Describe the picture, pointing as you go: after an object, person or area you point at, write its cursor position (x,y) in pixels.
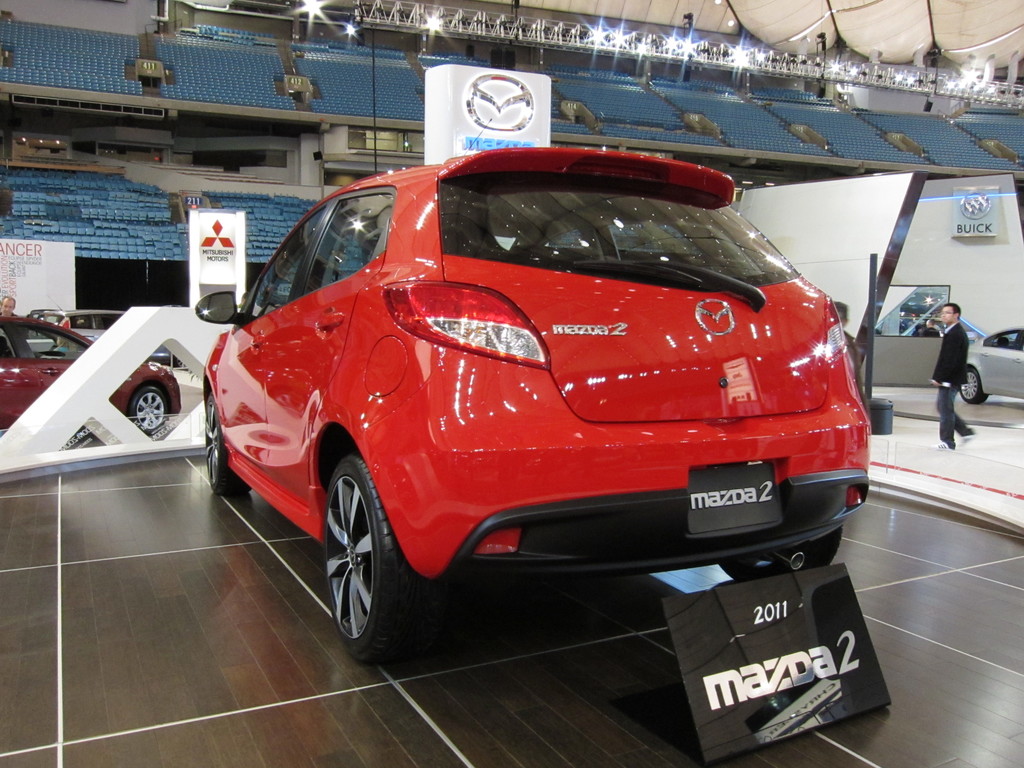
In this image there is a red color car (708,542) with a name board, and there are cars (50,359), name boards (8,284), a person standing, chairs (574,94), lighting truss (560,46), lights (976,65).
